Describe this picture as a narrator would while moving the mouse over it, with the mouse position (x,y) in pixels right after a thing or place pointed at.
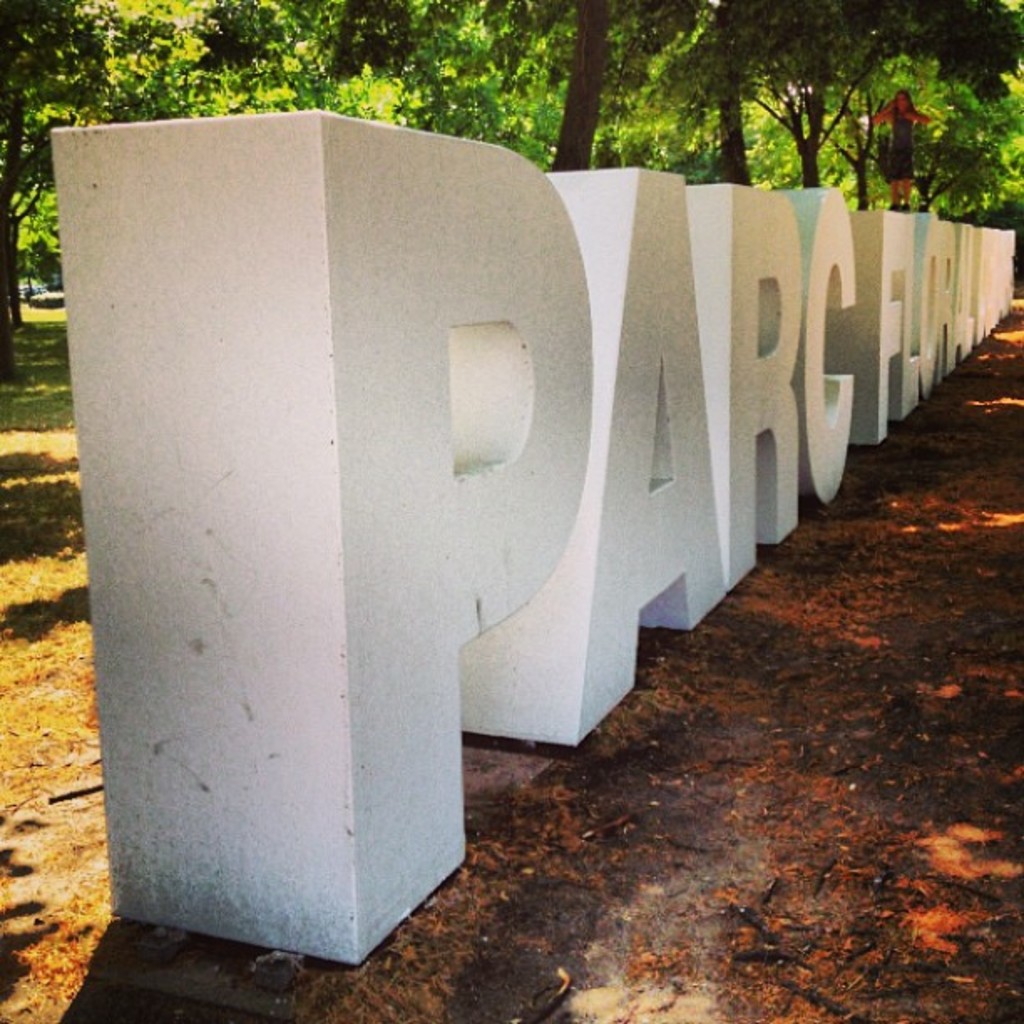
This image is taken outdoors. In the background (59,103) there are many trees (260,52) with leaves (979,117), stems (927,202) and branches (837,145). At the bottom of the image (634,953) there is a ground (685,939). In the middle of the image (482,453) there is a text (422,448) and there is a woman (901,127) standing on the alphabet (889,289).
